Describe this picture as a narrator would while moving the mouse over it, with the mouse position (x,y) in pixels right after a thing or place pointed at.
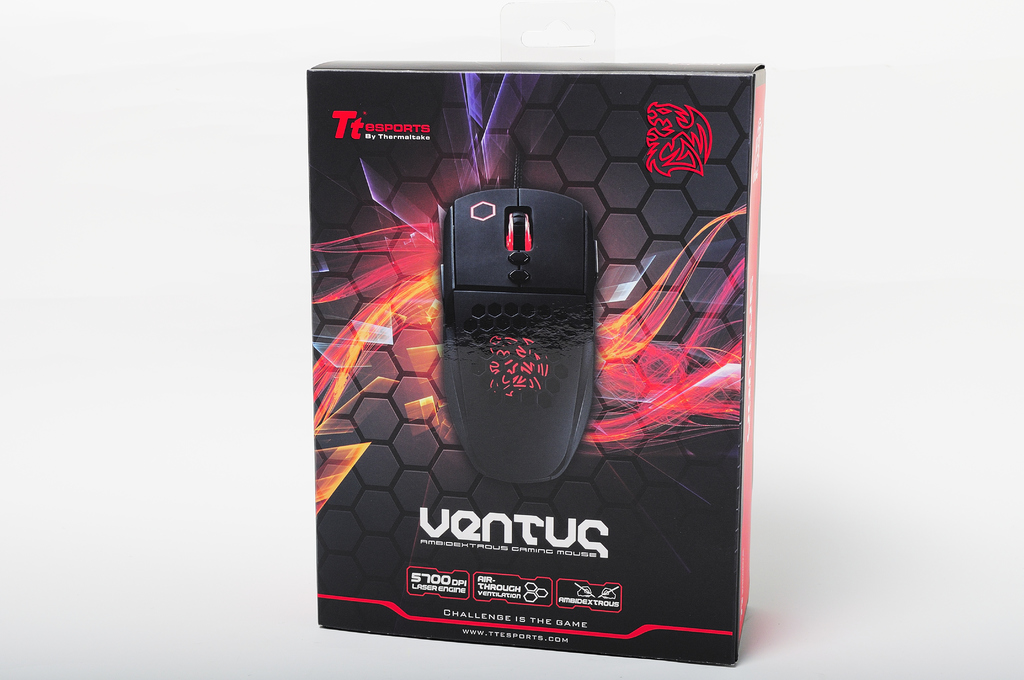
In the center of the image (578,250) there is a box (377,79). There is a mouse photo (581,289) on it.
